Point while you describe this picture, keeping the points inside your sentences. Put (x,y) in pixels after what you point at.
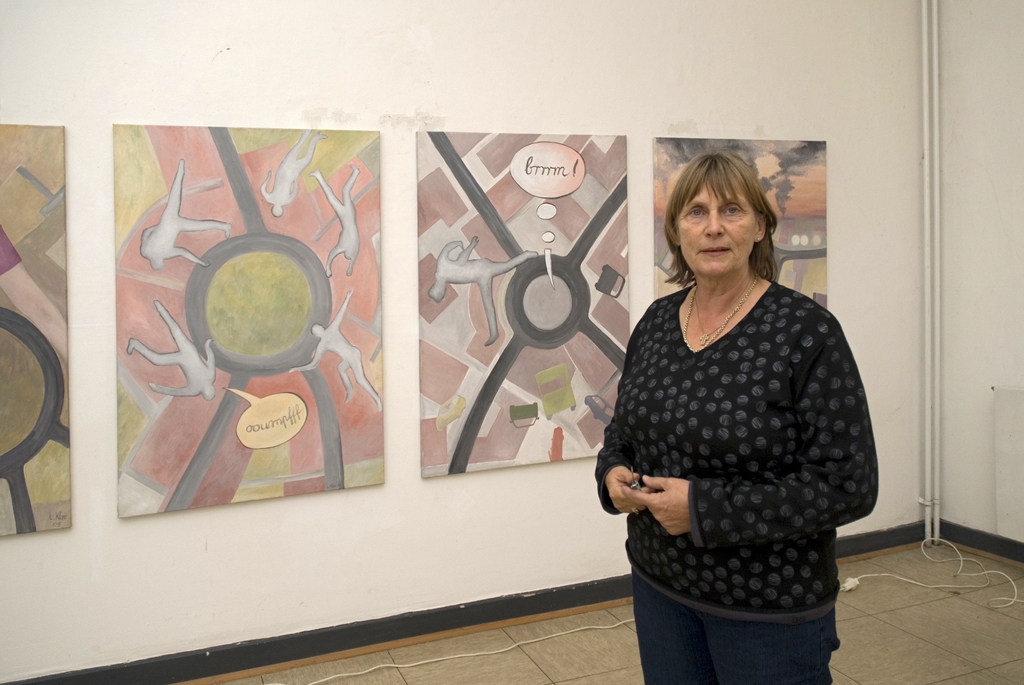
In this image I can see a woman (769,412) is standing, she wore black color top (792,464), in the middle (498,425) there are paintings (496,297) to the wall (401,281).
